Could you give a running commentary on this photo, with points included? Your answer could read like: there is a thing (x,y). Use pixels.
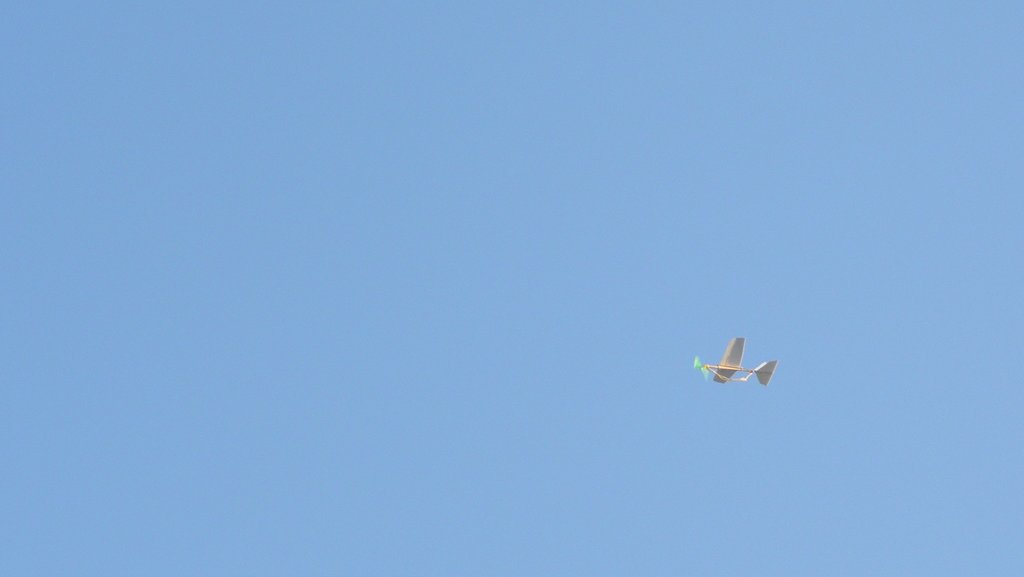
This image is taken outdoors. In the background (564,418) there is the sky (337,341). In the right side of the image (708,372) an airplane (726,381) is flying in the sky (711,407).
